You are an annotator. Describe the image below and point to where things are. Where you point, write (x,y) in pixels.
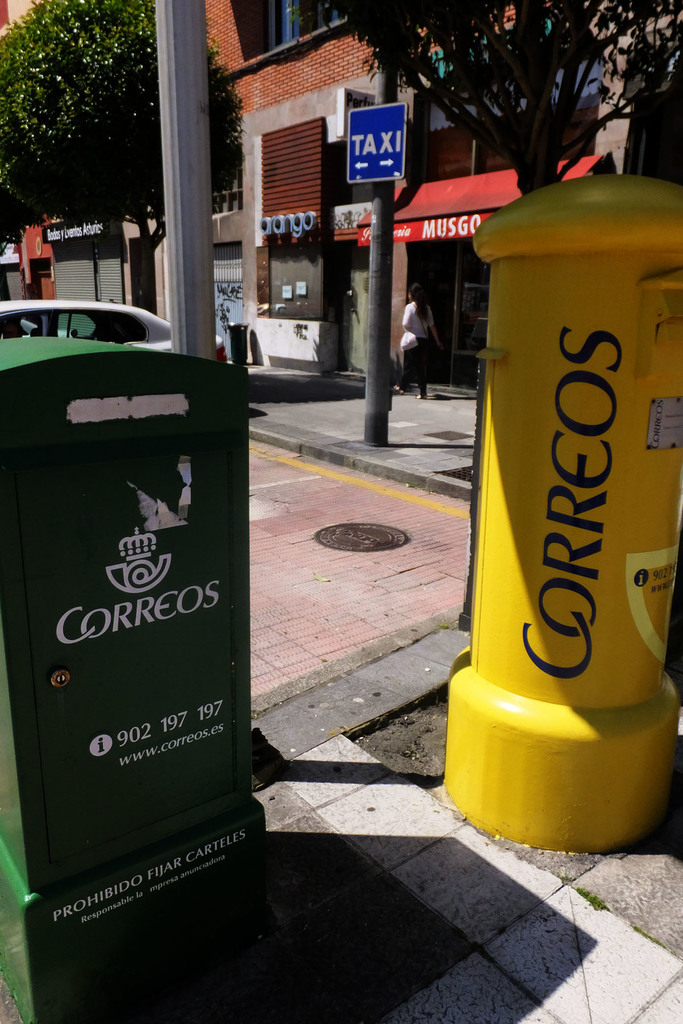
In this image I can see two cans (550,550) on both sides of the image with some text (58,625). I can see some poles (177,325) and sign boards (385,164). I can see buildings (278,108) with boards (70,231) with some text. I can see trees (499,58), a woman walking and a car (43,313).
